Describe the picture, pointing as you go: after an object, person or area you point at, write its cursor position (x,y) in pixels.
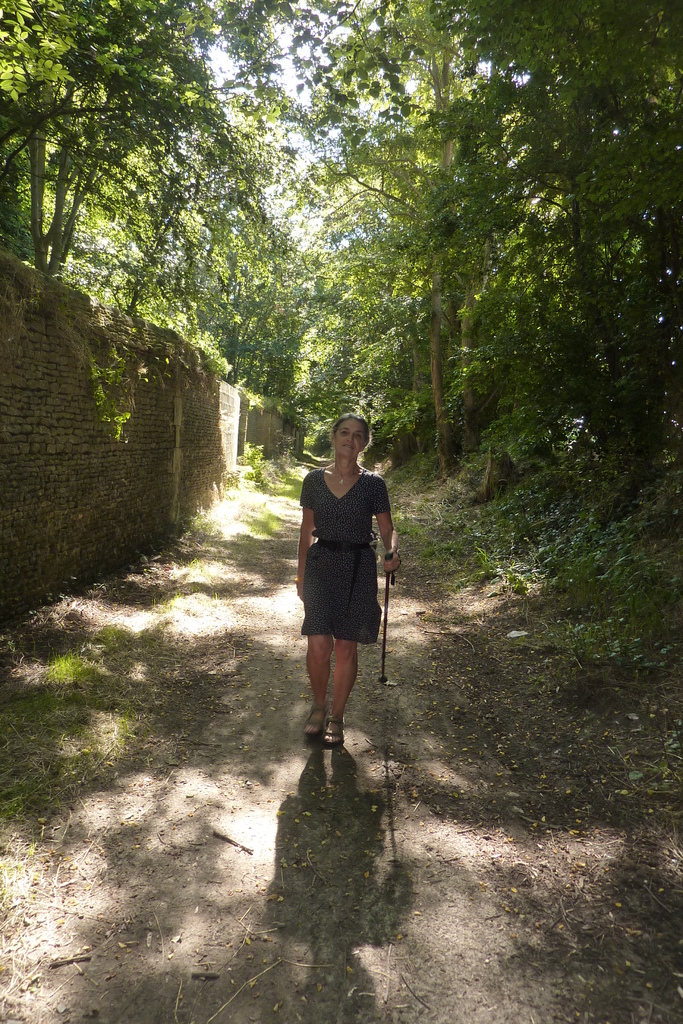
In the image there is a lady (364,591) standing on the ground (405,629) and holding an object (387,579) in the hand (387,563). On the left side of the image (152,516) there is a brick wall (162,395). In the background (515,253) there are trees (490,172) and also there are small plants (624,551).
